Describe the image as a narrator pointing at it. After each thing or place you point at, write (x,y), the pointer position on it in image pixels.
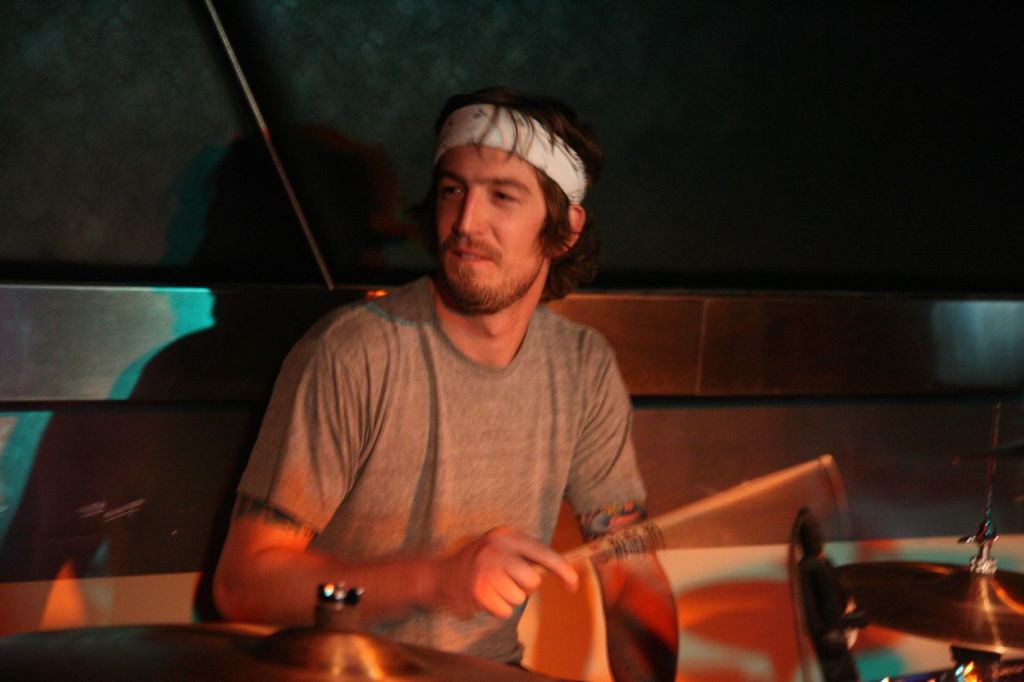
This is an image clicked in the dark. Here I can see a man (413,511) wearing a t-shirt (419,544), sitting and playing the drums (271,644) by looking at the left side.
